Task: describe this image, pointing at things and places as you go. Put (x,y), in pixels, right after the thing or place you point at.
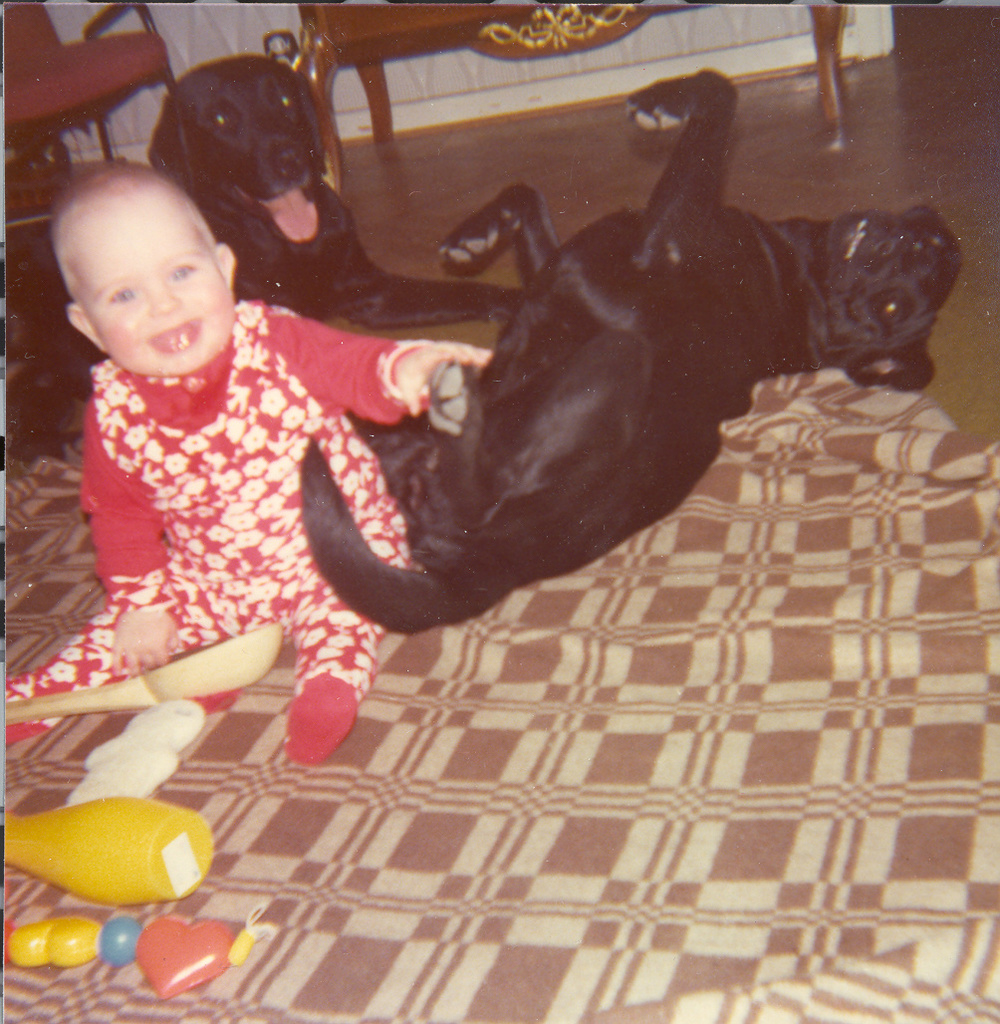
In the picture I can see a child (269,588) and two black color dogs (465,498) on the floor (509,259). I can also see a cloth (618,722), a chair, toys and some other objects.
